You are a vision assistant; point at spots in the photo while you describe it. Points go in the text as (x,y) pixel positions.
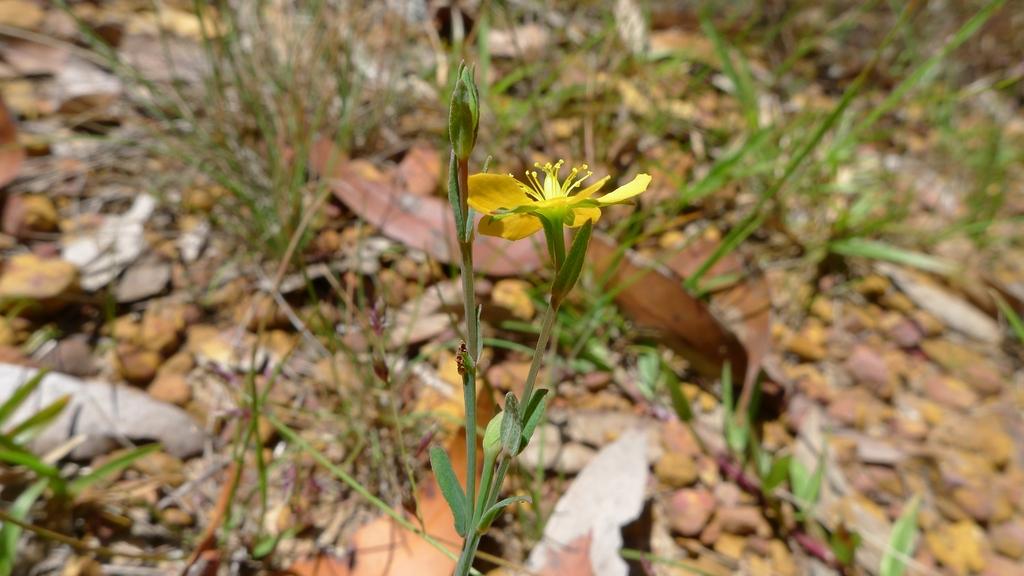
In this image, we can see a yellow flower (524,198) and plant (536,399). Background (990,454) there is a blur view. Here we can see grass (226,150), stones (839,176) and dry leaves (664,338).
